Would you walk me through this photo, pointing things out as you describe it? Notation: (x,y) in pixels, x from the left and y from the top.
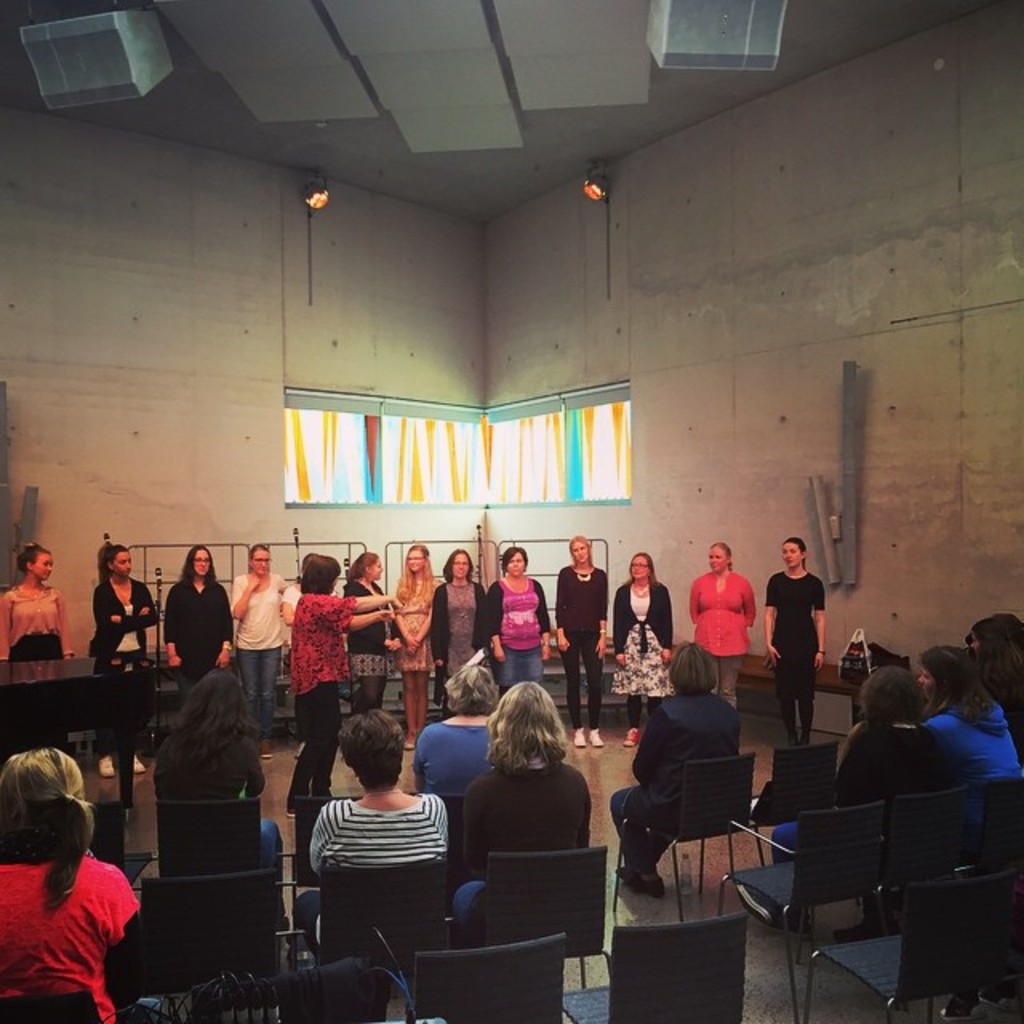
In this image, we can see some people (629,661) standing, there are some people (971,990) sitting on the chairs (266,915), we can see the walls (474,271) and windows (562,490), at the top (679,63) we can see two speakers (145,84).
